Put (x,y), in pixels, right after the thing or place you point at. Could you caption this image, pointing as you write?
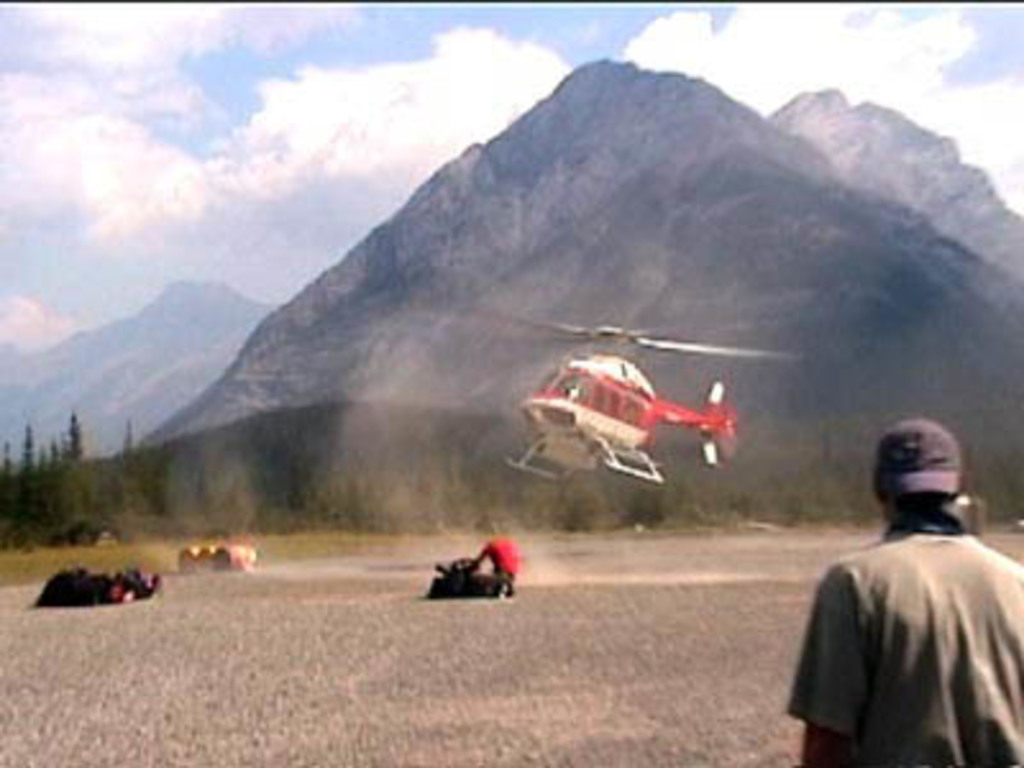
In this image there is a helicopter (599,440) which is flying in the air (335,211). In the background (557,223) there are mountains (626,168). On the right side (856,572) bottom there is a person (868,611) standing on the ground (777,705) by wearing the cap (912,454). Below the helicopter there is a person (500,558) who is sitting. On the left side (141,503) there are trees (78,519). Beside the trees (130,530) there are bags (214,554) which are kept on the ground (169,558). At the top (392,59) there is the sky (392,59).
